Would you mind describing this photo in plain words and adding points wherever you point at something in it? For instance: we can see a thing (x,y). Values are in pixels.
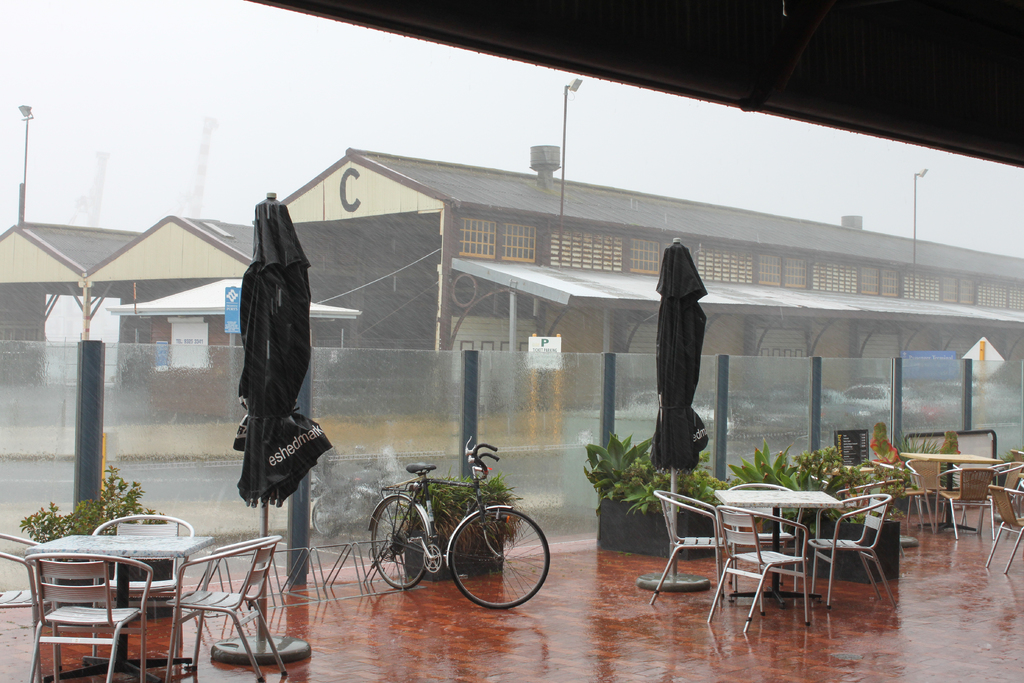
In this picture we can able to see building (348,274), umbrellas (292,289), bicycle (464,520), plants (787,472), chairs (964,485) and tables (780,500).
